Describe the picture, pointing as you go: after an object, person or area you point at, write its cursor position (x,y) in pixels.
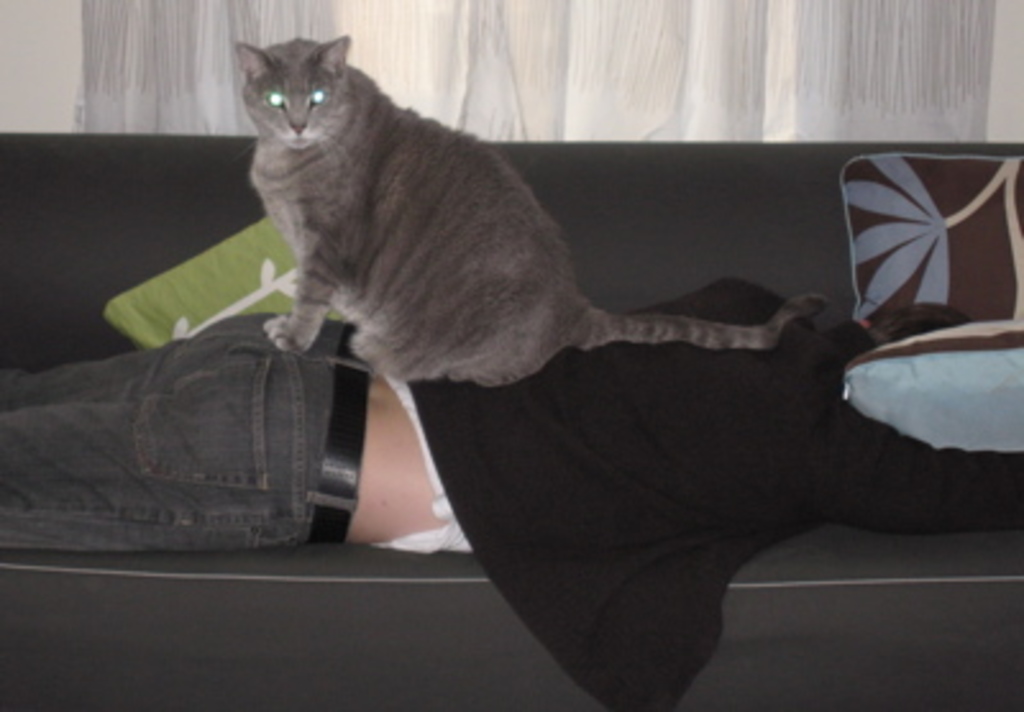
A man (119,410) is lying on a sofa (64,285). He wears a black color shirt (657,460) and denim pant (292,429). A cat (427,311) sits on him. There is a window (612,95) with white color curtain (484,48) in the background (324,31).
